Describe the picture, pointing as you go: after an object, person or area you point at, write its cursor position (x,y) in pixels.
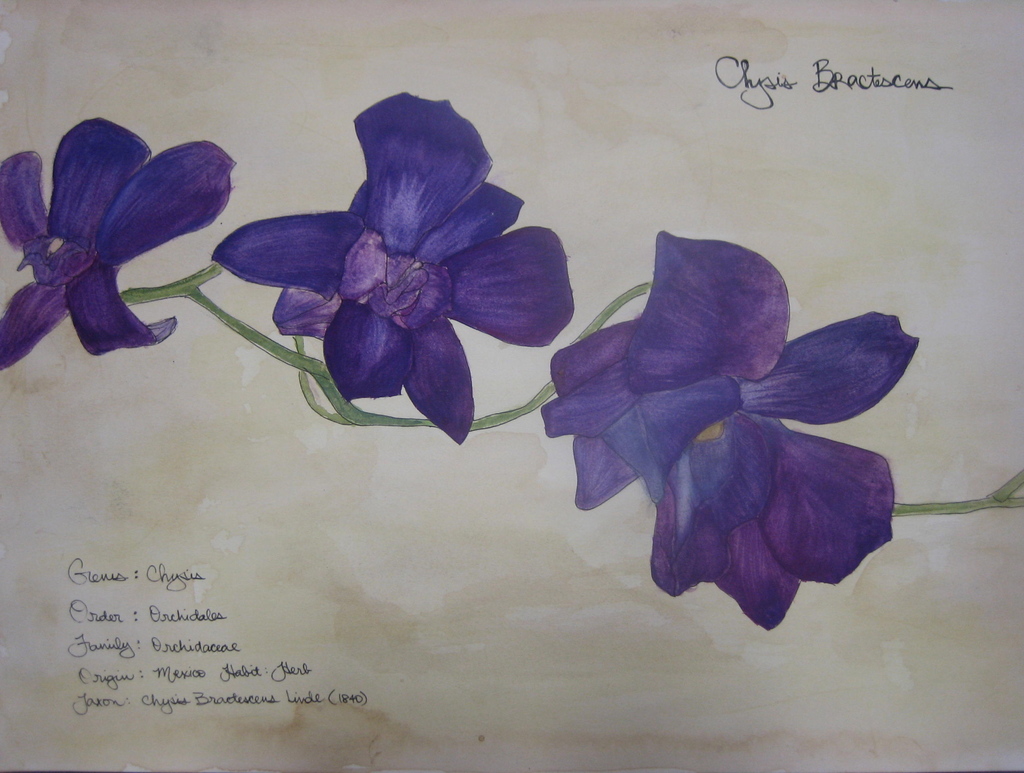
This is a zoomed in picture and there is a painting (828,615) of flowers (82,144) and we can see the text (169,573) is written on the image.
